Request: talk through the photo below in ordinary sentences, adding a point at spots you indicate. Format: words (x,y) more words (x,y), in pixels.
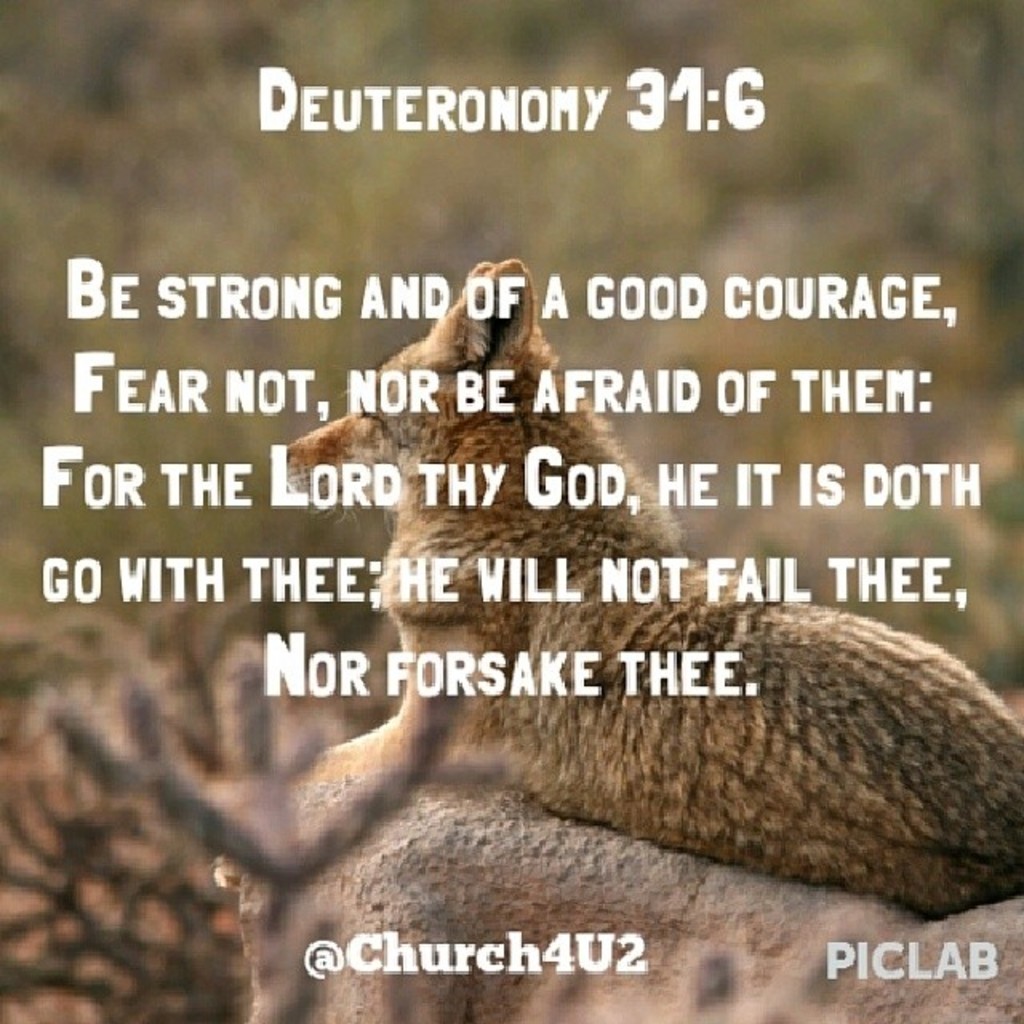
In this image we can see some edited text (915,974), an animal (423,423) sitting on the rocks (491,869) and the background of the image (6,520) is blurred.
